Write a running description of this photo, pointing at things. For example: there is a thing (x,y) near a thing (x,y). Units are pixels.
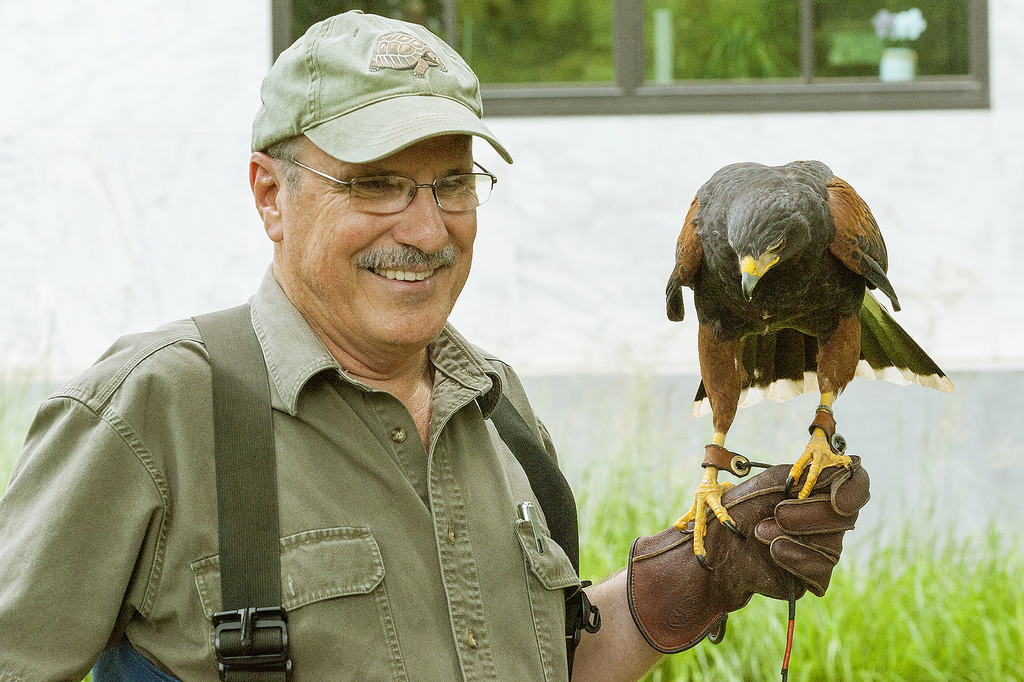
In the foreground of the image (119,353) there is a person (488,395) wearing a glove (776,476) and a cap (391,127). There is a bird (816,229) on his hand (740,559). In the background of the image (660,193) there is a wall (694,153). There is a window (810,57). At the bottom of the image (884,626) there is grass (846,646).
